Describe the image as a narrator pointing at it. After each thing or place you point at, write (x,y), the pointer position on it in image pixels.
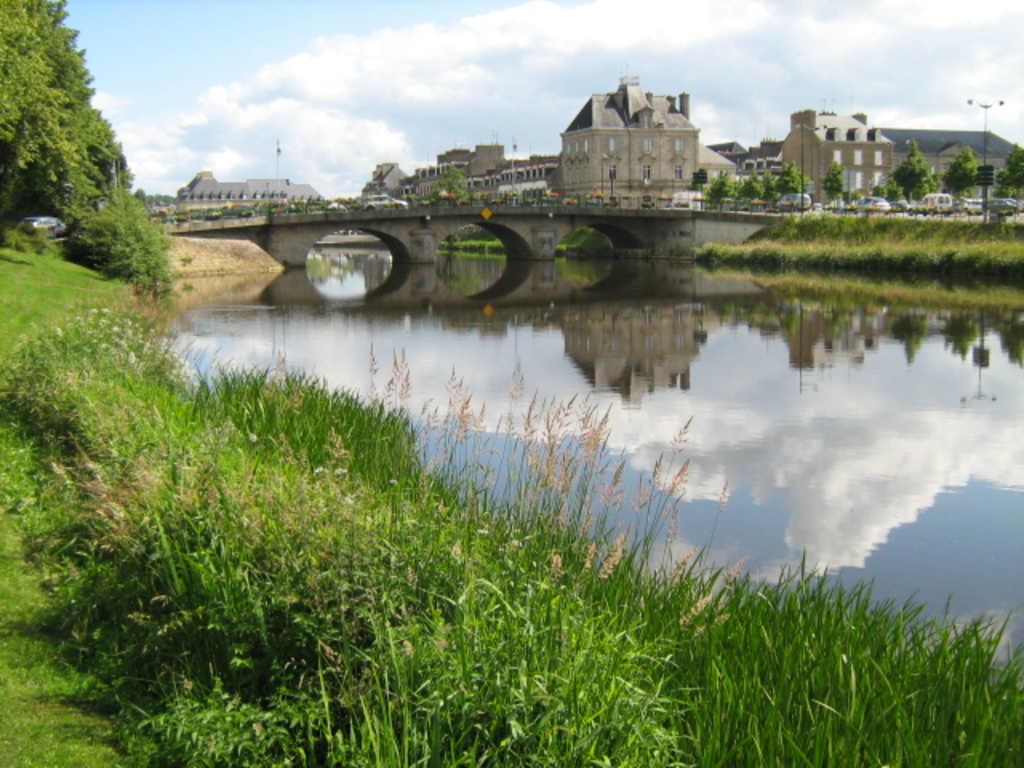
In this picture there are few plants (170,500) and trees (17,147) in the left corner (218,598) and there is water (588,355) beside it and there is a bridge (456,226) above it and there are few buildings (663,156), trees (904,179), vehicles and poles (612,175) in the background (718,171).
